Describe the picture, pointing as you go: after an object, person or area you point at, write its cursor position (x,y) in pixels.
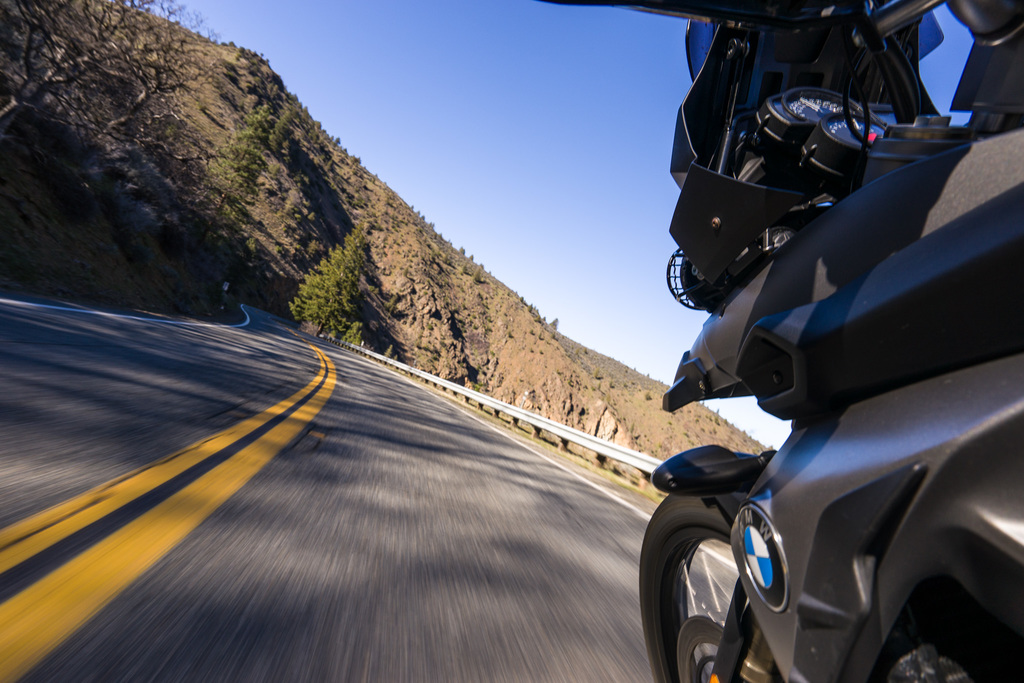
In this image, we can see a bike (1006,640), we can see the road (240,514), there are some trees (325,283), we can see the mountain (258,241), at the top (494,137) there is a blue sky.
